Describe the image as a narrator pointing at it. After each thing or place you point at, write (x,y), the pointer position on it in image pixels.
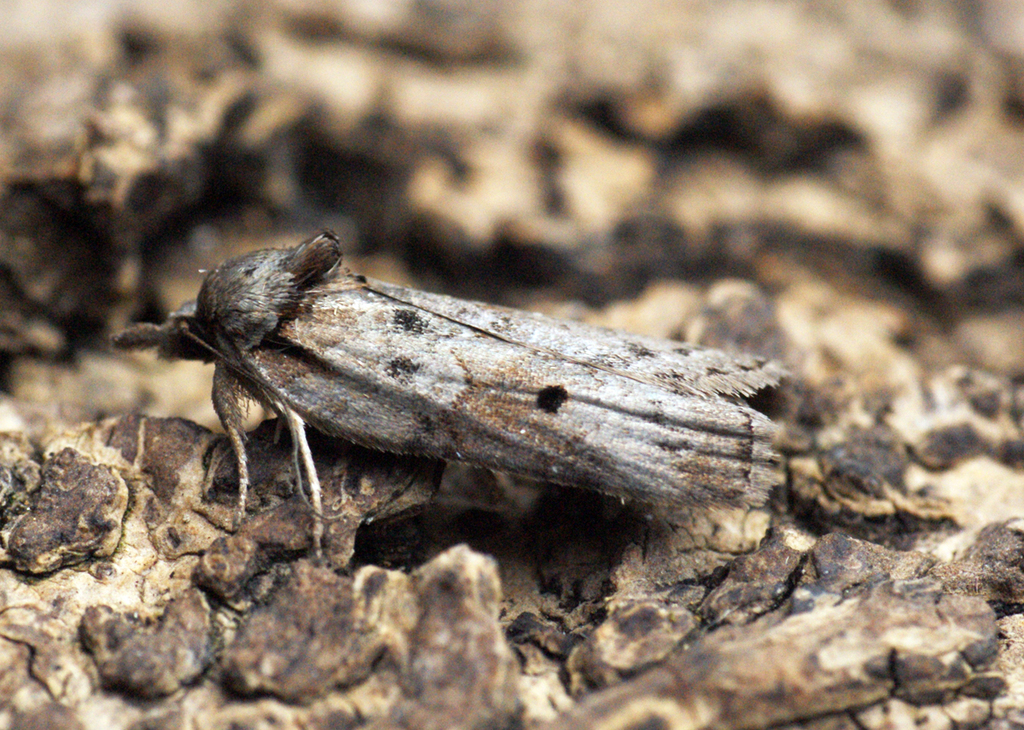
This picture shows a Insect (552,480) on the tree bark (720,44).
